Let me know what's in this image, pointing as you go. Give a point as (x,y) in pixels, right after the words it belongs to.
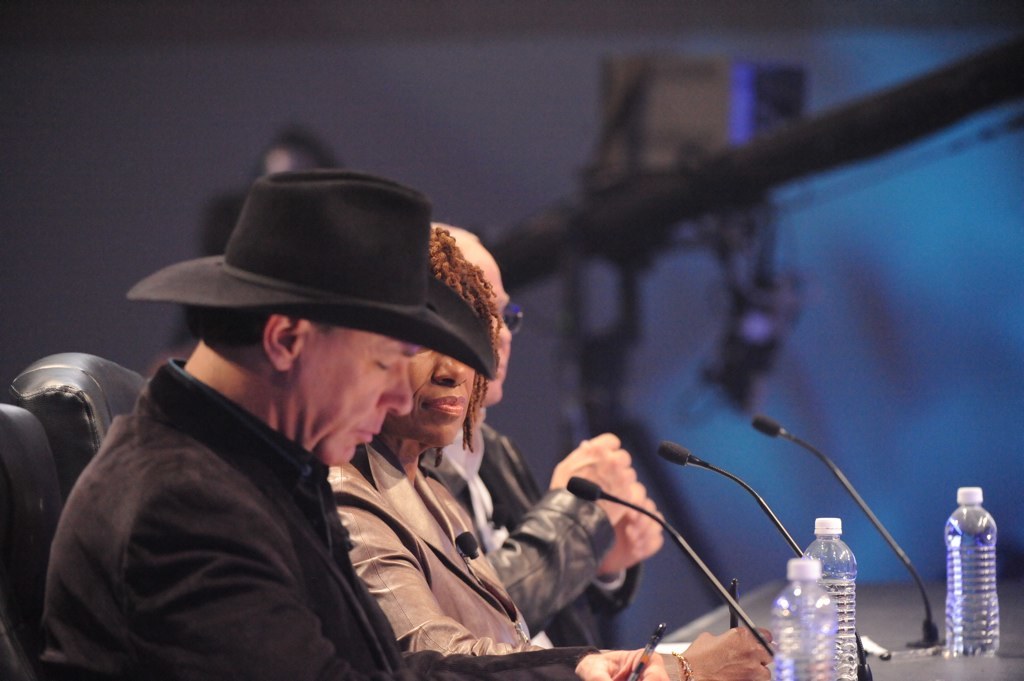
On the left (328,526) there are three people (405,501) sitting on the chair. There are water bottles (824,565) and microphones (732,475) on the table (900,654).
